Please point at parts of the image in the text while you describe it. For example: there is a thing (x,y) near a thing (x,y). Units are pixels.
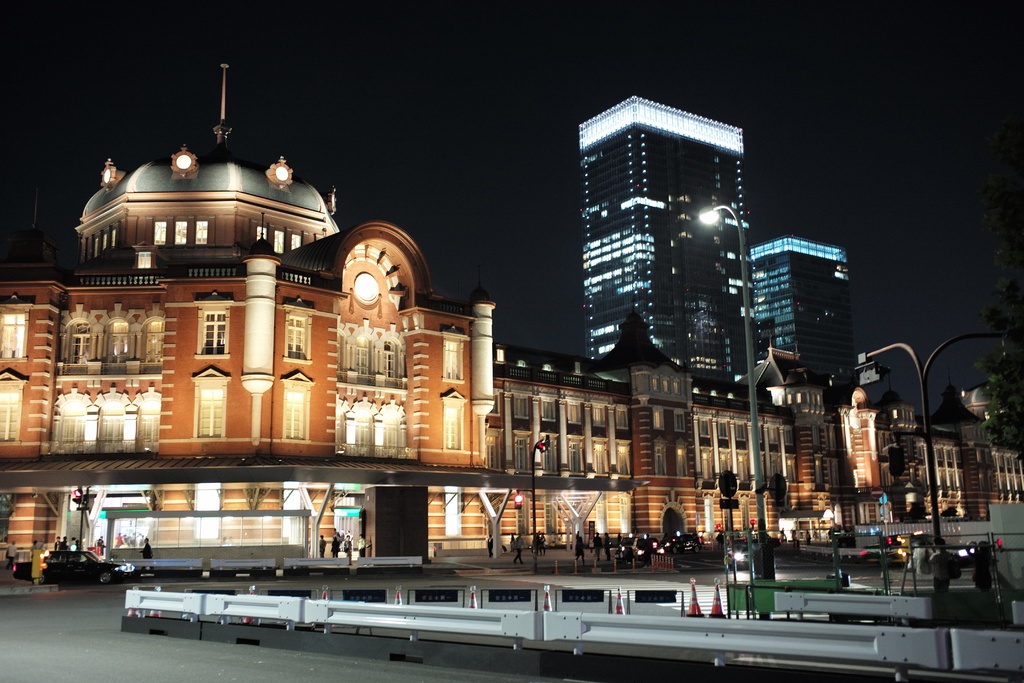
In this image I can see few buildings (531,469), few poles (759,501), signal lights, a street light (712,212) a tree (1014,326), few vehicles (965,546) and I can see number of people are standing. I can also see this image is in dark from background (936,169).
